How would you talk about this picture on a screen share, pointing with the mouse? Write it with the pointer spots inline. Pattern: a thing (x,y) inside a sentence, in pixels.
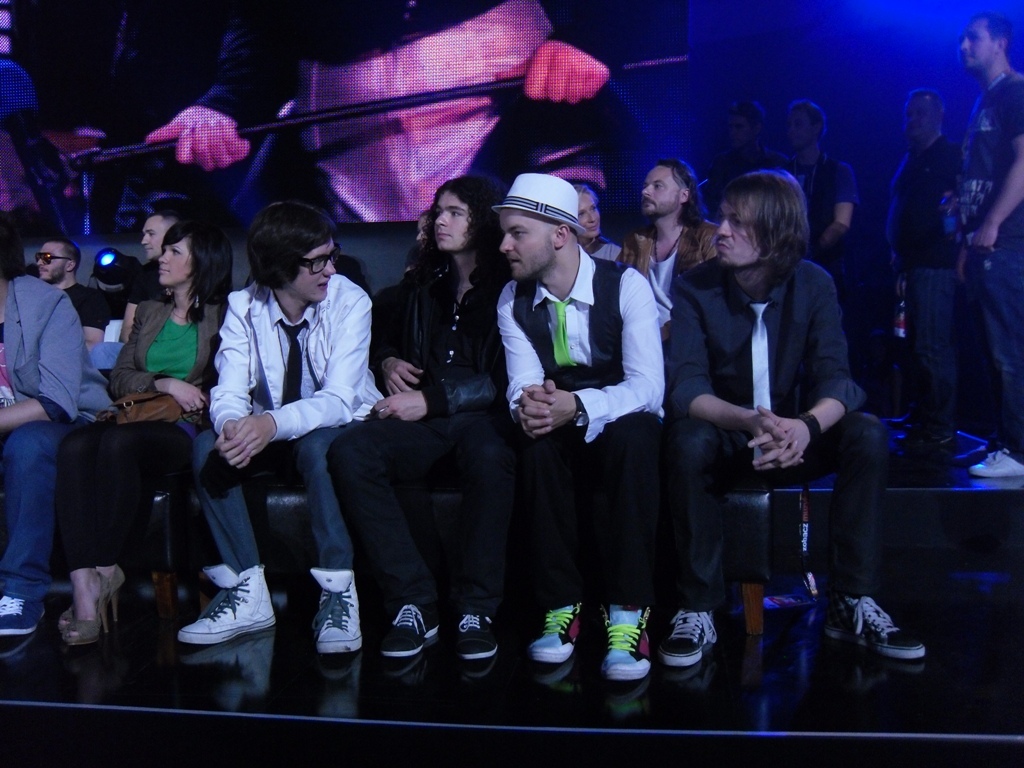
In this image there are a few people (367,309) sitting and standing, behind them there is a poster (424,178) of a person (266,153) holding a rod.
